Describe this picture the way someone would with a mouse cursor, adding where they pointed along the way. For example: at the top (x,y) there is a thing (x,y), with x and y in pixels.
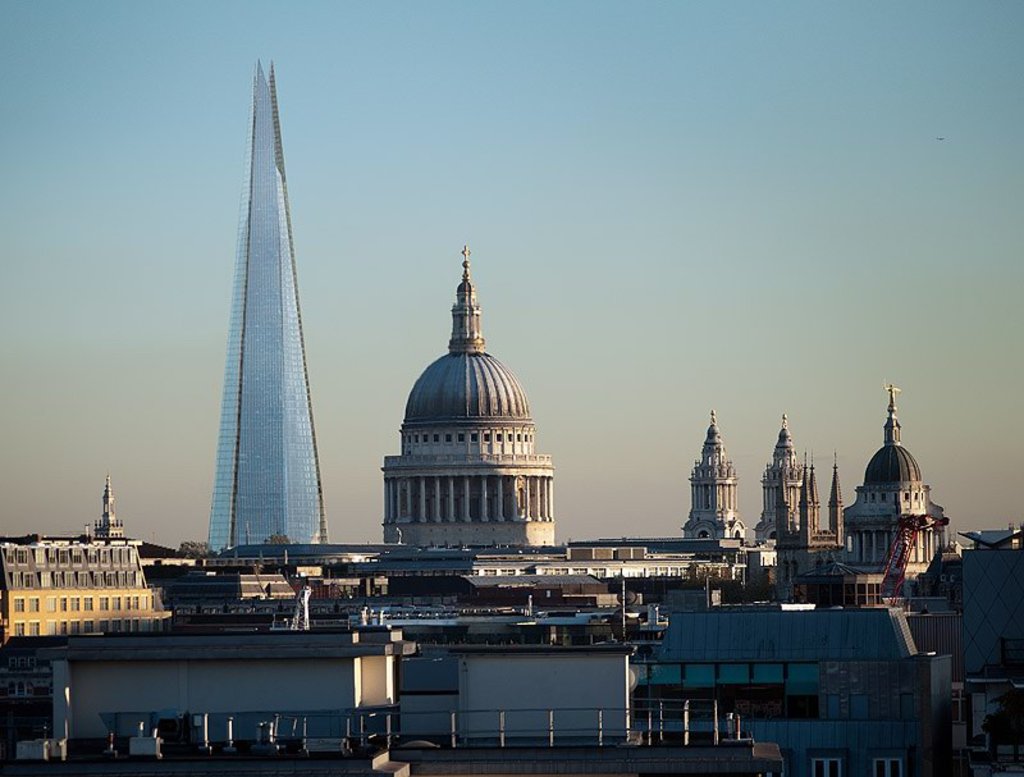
This image is taken outdoors. At the top of the image (125,174) there is the sky (624,171). In the middle of the image (491,517) there are a few houses (573,698) and buildings (417,601) with walls (327,684), windows (725,697), doors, railings (688,723) and roofs (8,575). There are a few architectures (705,472). There are a few cross symbols (466,259). There is a tower (251,308) and there are a few trees (196,551).
